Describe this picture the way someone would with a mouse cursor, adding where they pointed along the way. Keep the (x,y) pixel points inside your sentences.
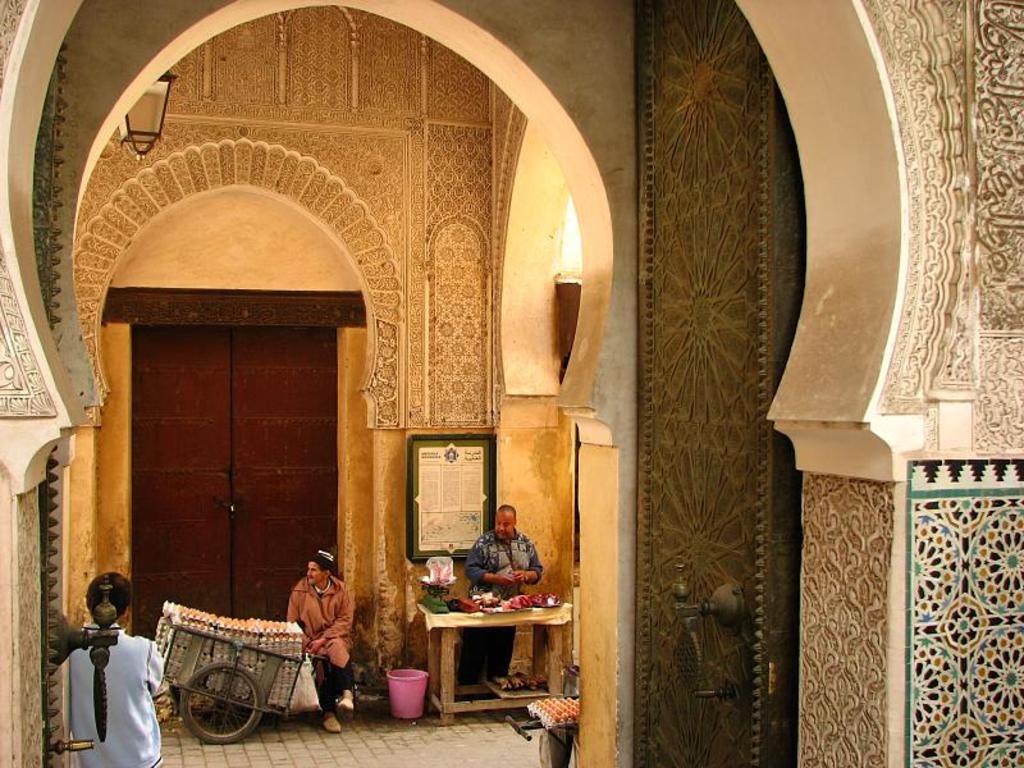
Here we can see three persons (92,737) at different places where two men (479,657) are standing and another person (349,595) is sitting on a chair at a cart wheel (301,650) in which there are some items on it and on the right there is a table (476,619) with some items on it and we can also see doors (285,428), light (133,110) and frame (466,515) on the wall (366,629).
